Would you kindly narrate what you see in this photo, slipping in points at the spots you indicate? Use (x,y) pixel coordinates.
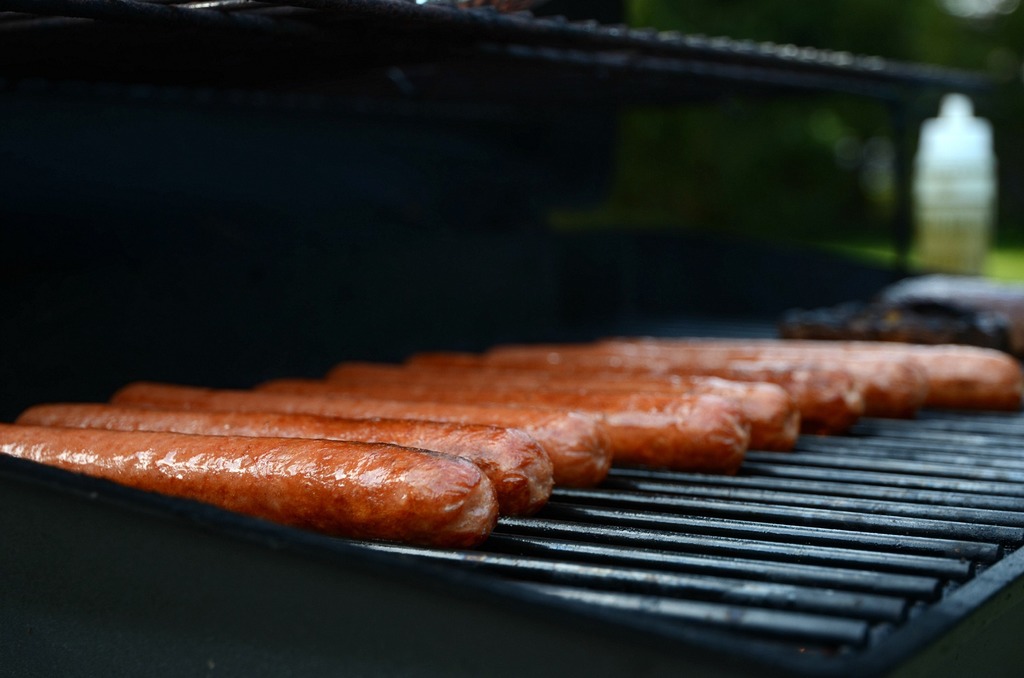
In the image on the black grills (912,518) there are sausages (632,409). There is a black color background (67,160) and blur a background (978,214).
